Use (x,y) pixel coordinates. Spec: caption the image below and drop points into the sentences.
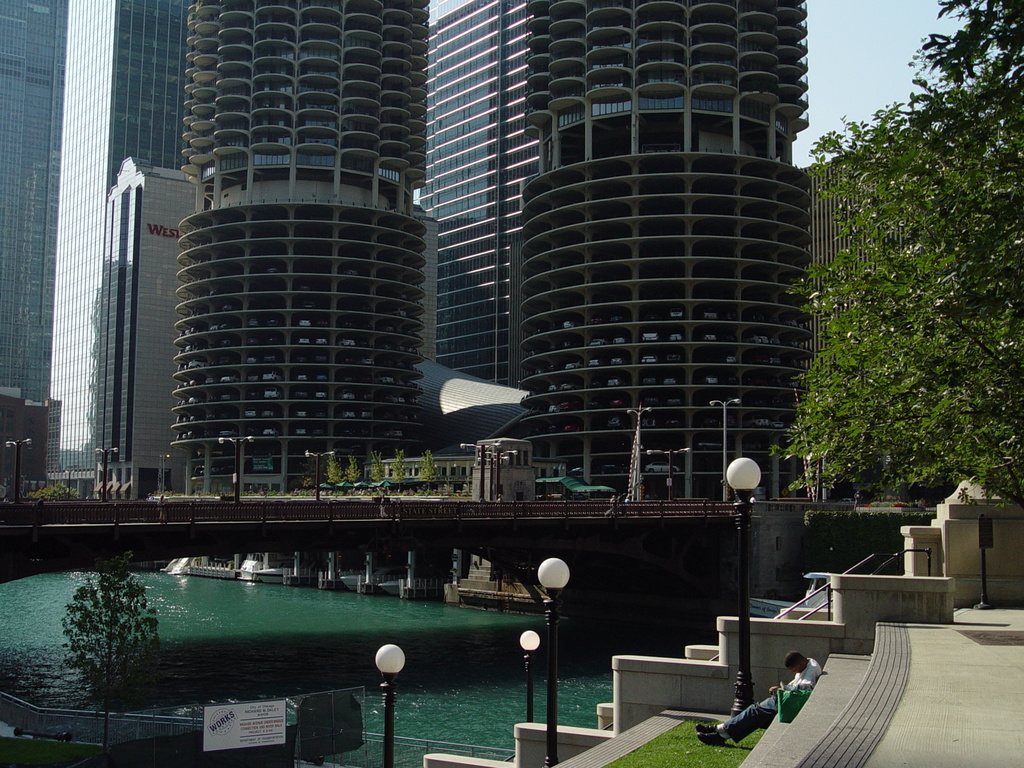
In the image in the center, we can see water (281,611), trees (826,169), boats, poles (543,583), staircase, banner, bag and one person (763,714) sitting. In the background (712,244), we can see the sky (829,13), buildings (639,54), banners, poles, tents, trees (375,456) etc.
